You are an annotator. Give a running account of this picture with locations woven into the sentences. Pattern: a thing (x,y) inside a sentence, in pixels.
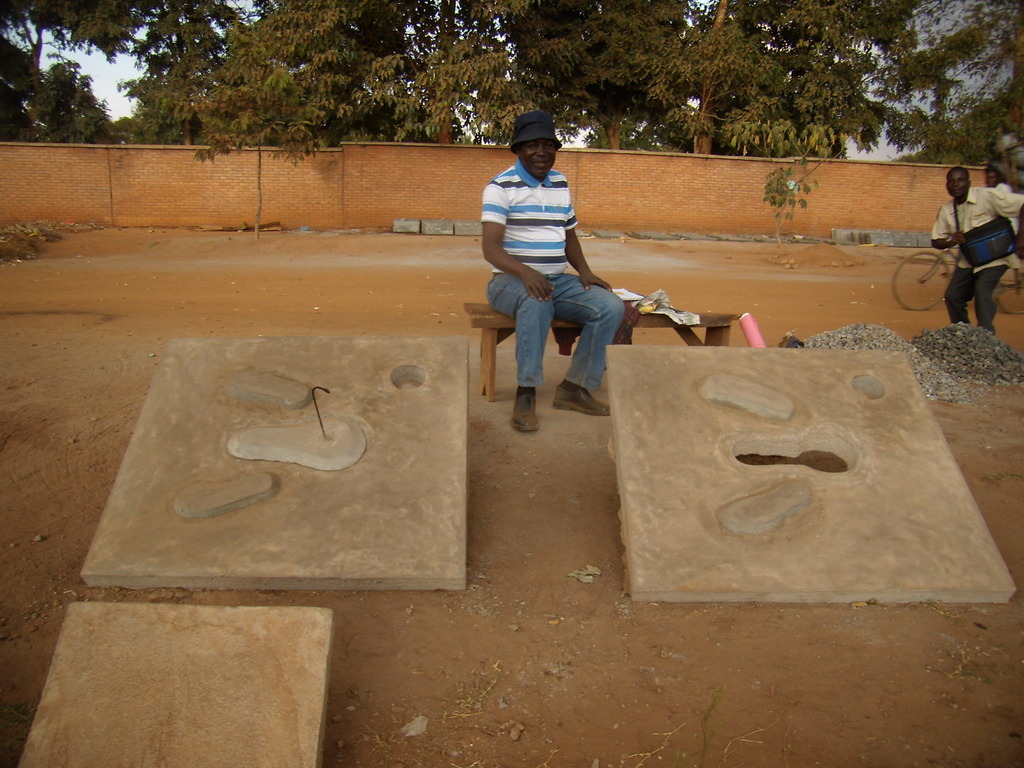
In this image in the center (557,269) there is one person (549,252) who is sitting on a bench (508,315), beside him there are some papers (667,303). On the right side (979,211) there are some persons (994,205) and also there are some tiles (718,516). at the bottom (373,636) there is sand (324,317) and in the background (432,198) there is a wall (57,188) and trees (384,78).
